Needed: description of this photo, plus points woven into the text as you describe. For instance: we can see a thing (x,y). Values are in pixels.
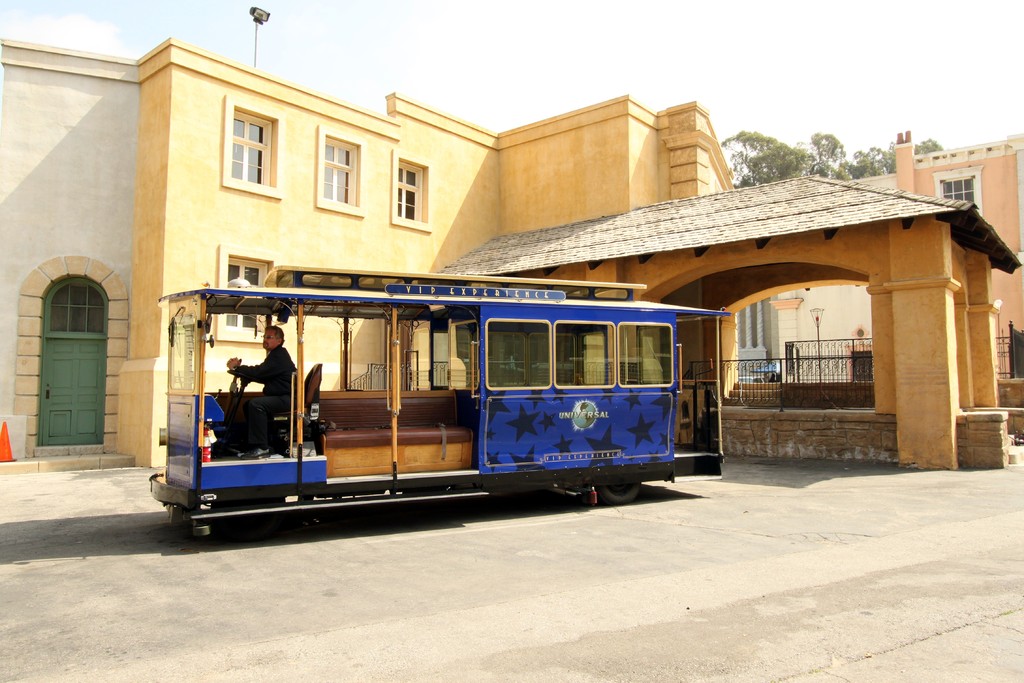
In this image there is a building (909,320), in front of the building (118,401) there is a vehicle (480,436). In the background (748,163) there is a tree (824,157) and the sky (772,72).
